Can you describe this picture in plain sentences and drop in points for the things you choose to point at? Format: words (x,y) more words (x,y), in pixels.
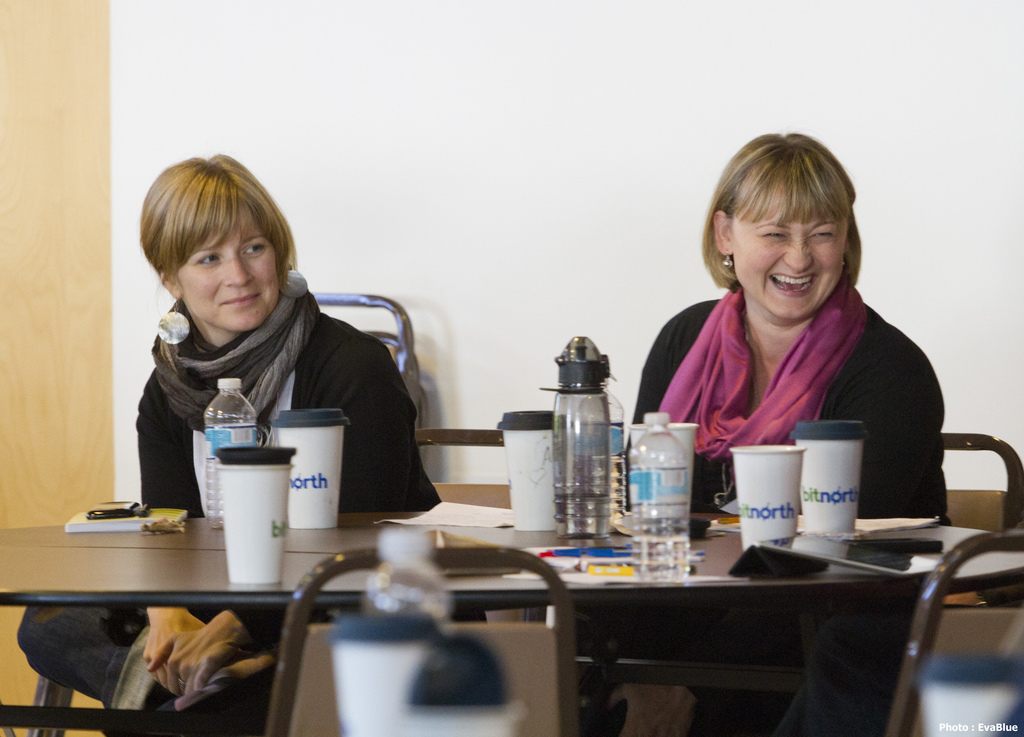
In this image I see 2 women (33,635) who are sitting on chairs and both of them are smiling, I can see a table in front of them on which there are bottles (606,378), cups (824,483) and other things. In the background (554,286) I see the wall (124,429).
